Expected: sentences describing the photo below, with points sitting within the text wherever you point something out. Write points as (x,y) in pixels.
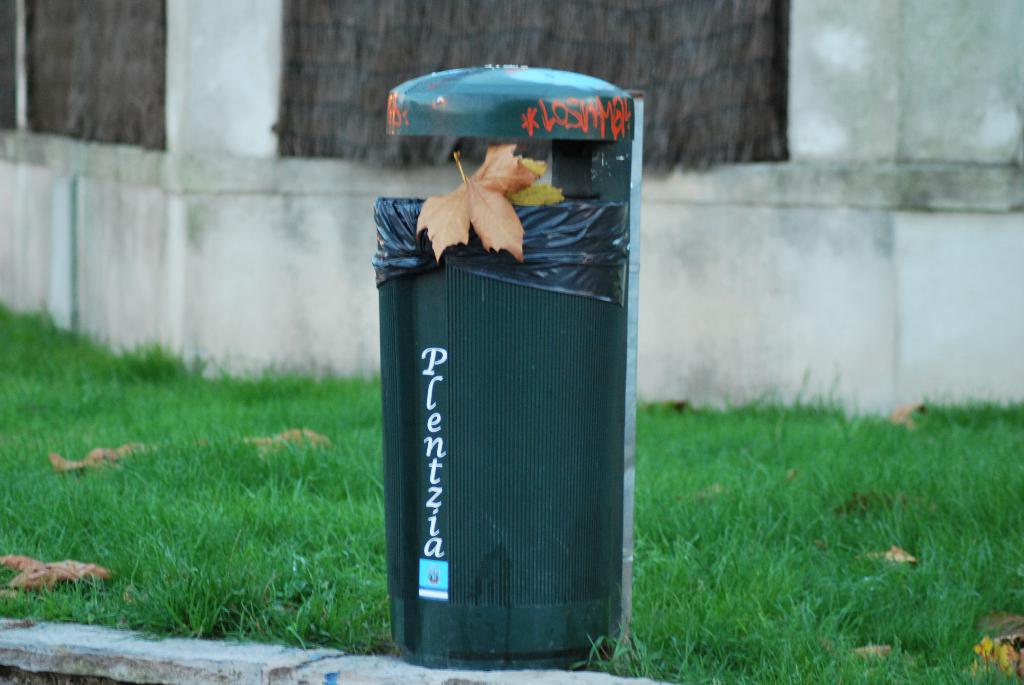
In this image I can see a dustbin (545,212) and brown and green color leaf (491,184). Back I can see the wall (876,66) and the green grass (905,436).
